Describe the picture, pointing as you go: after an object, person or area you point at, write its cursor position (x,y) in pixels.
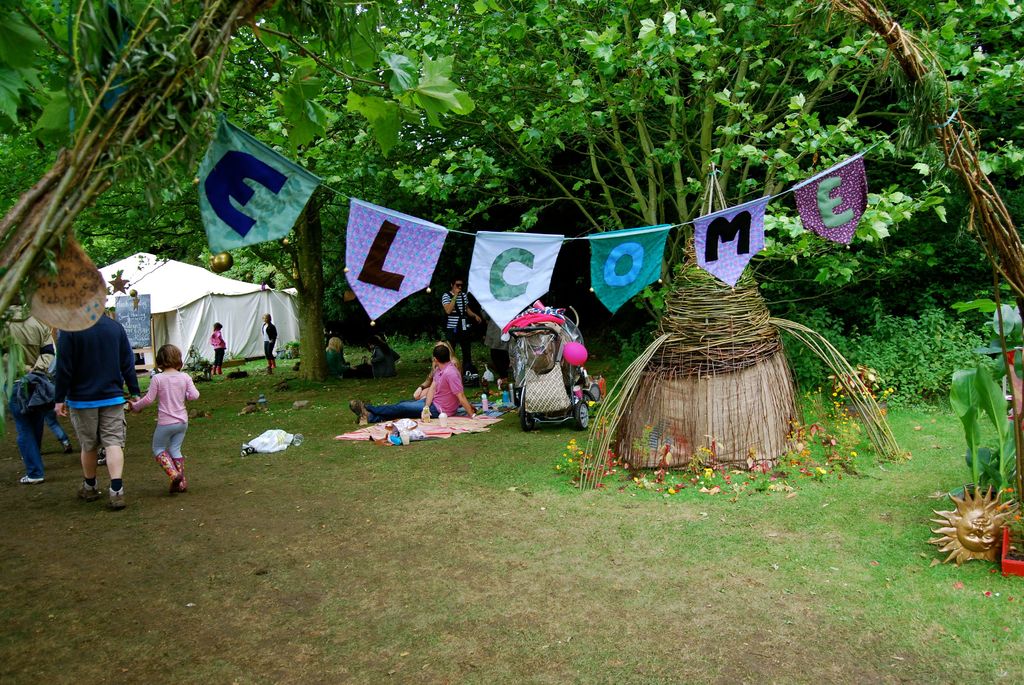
In this image I can see the ground (489,564), few persons (97,338) standing on the ground (290,400), few persons (443,366) sitting, a stroller (529,368), a rope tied to the trees (847,136) which are brown and green in color and few papers (245,180) to the rope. I can see a wooden object (697,276), few flowers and a white colored tent (219,307) in the background (196,319).
